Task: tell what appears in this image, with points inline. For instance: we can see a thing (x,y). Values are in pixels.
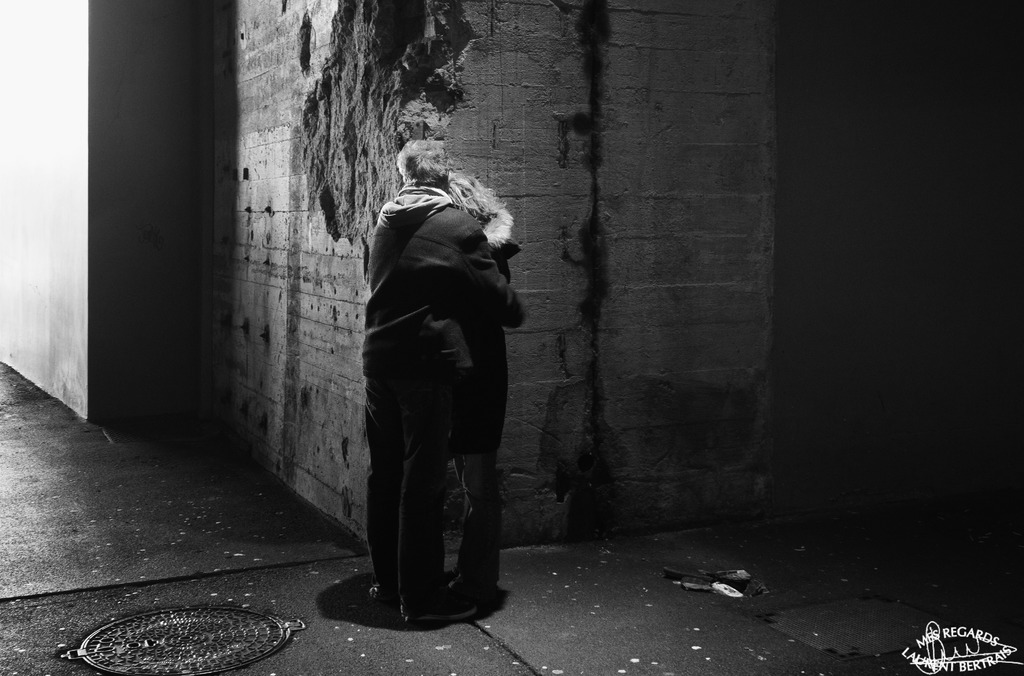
In this image we can see persons (404,566) standing on the floor (575,595). In the background (470,137) we can see walls (220,262).
